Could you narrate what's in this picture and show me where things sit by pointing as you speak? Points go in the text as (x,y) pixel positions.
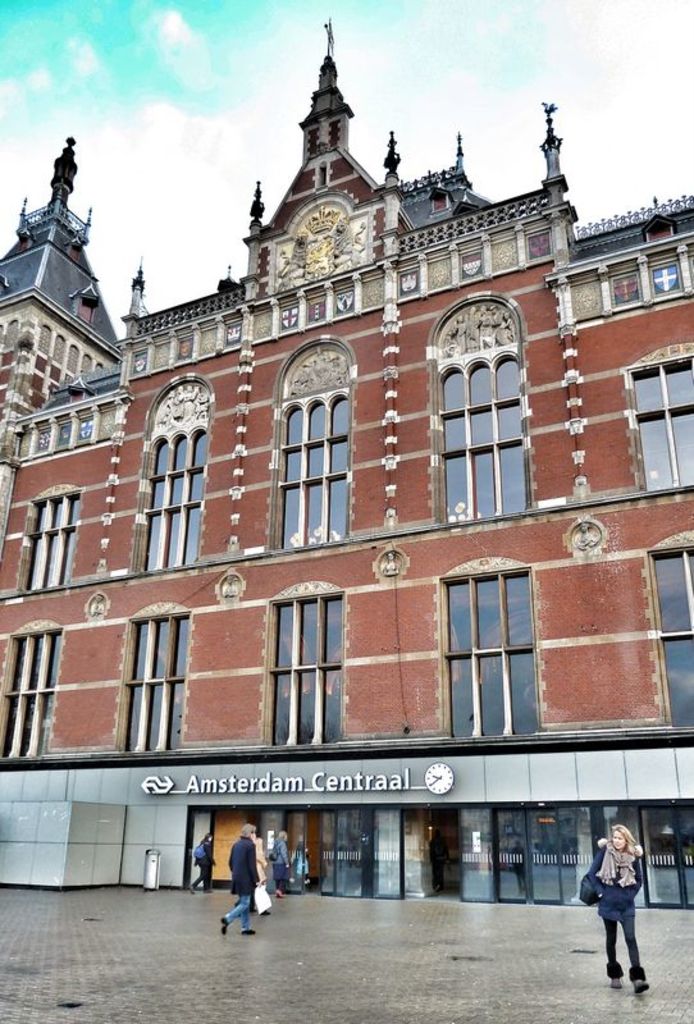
In this image we can see a building (159,552), windows (187,617), name board (159,780), bins (153,867) and persons (246,926) standing on the floor (266,926). In the background (510,128) there is sky (253,80) with clouds (476,98).
